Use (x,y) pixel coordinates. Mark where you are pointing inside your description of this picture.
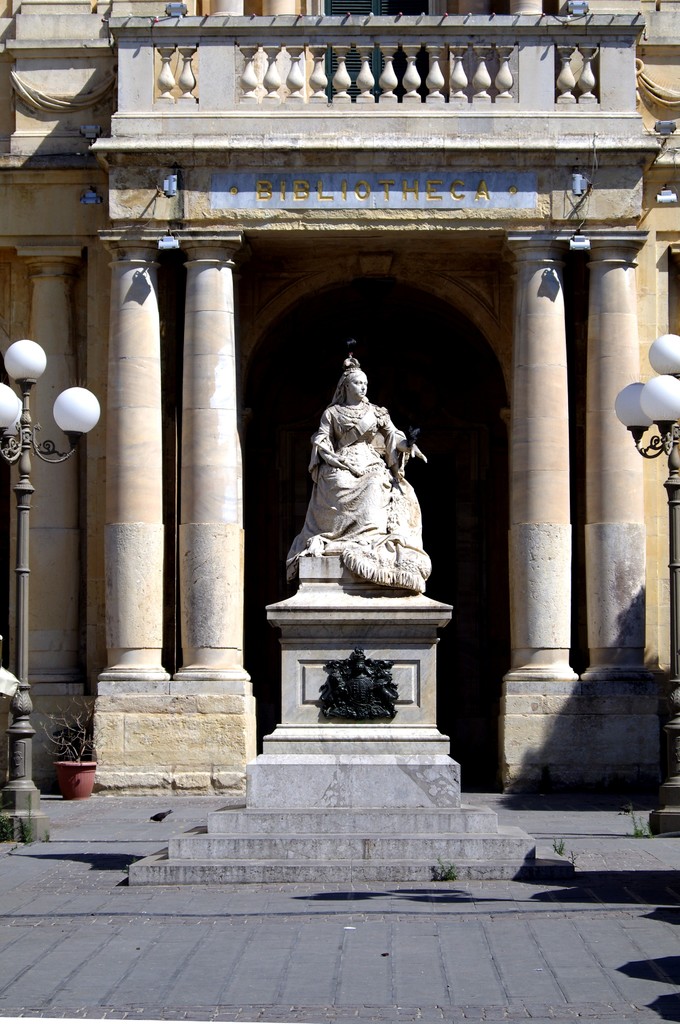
In the center of the image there is a statue (277,747). In the background of the image (40,494) there is a building (588,513). There are light poles (656,421).
